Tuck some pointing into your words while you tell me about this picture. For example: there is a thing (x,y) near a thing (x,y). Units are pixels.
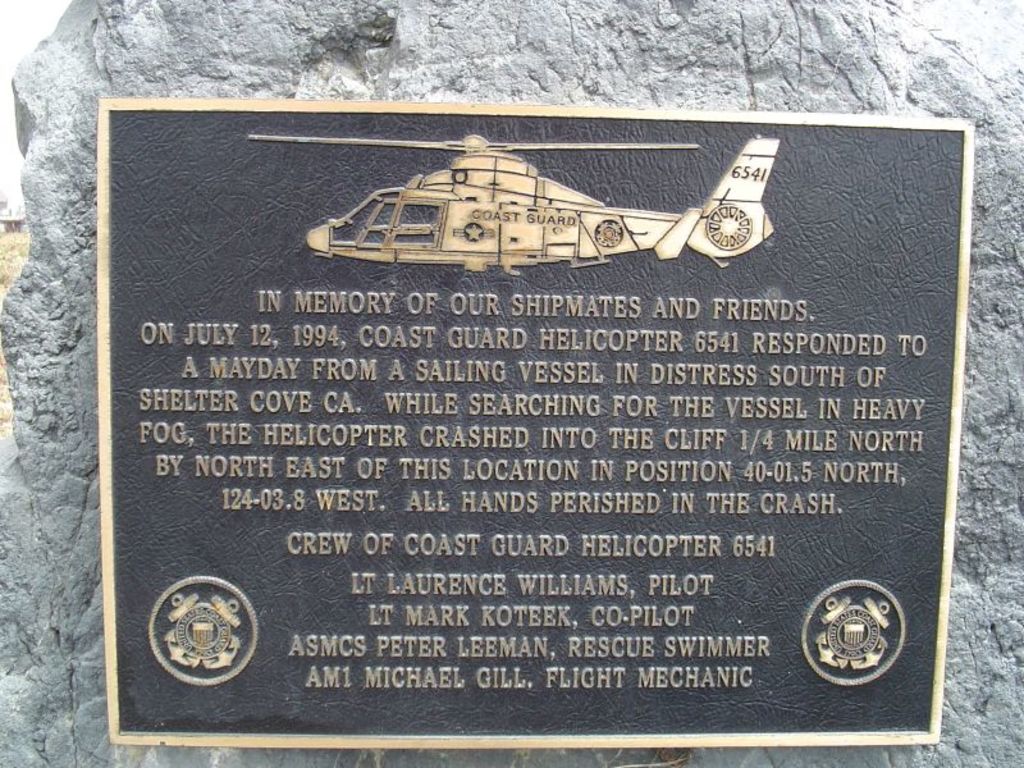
In this picture, we can see a black board (329,508) on which some text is written on it. In the background (59,469), we can also see a stone (690,73).
